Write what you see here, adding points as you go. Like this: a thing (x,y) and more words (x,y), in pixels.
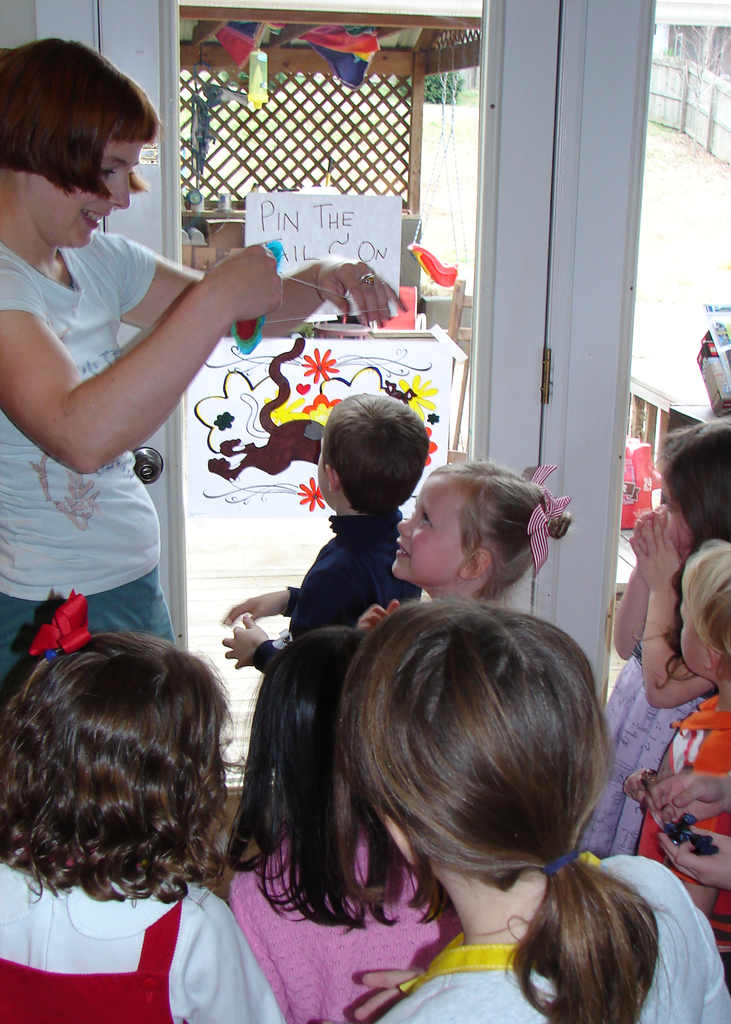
In this image there are kids (333,586) standing, a woman (29,145) standing and holding an object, there are papers (395,348) stick to the door (518,86), and in the background (201,133) there are some items (220,233) and a plant (451,74).
